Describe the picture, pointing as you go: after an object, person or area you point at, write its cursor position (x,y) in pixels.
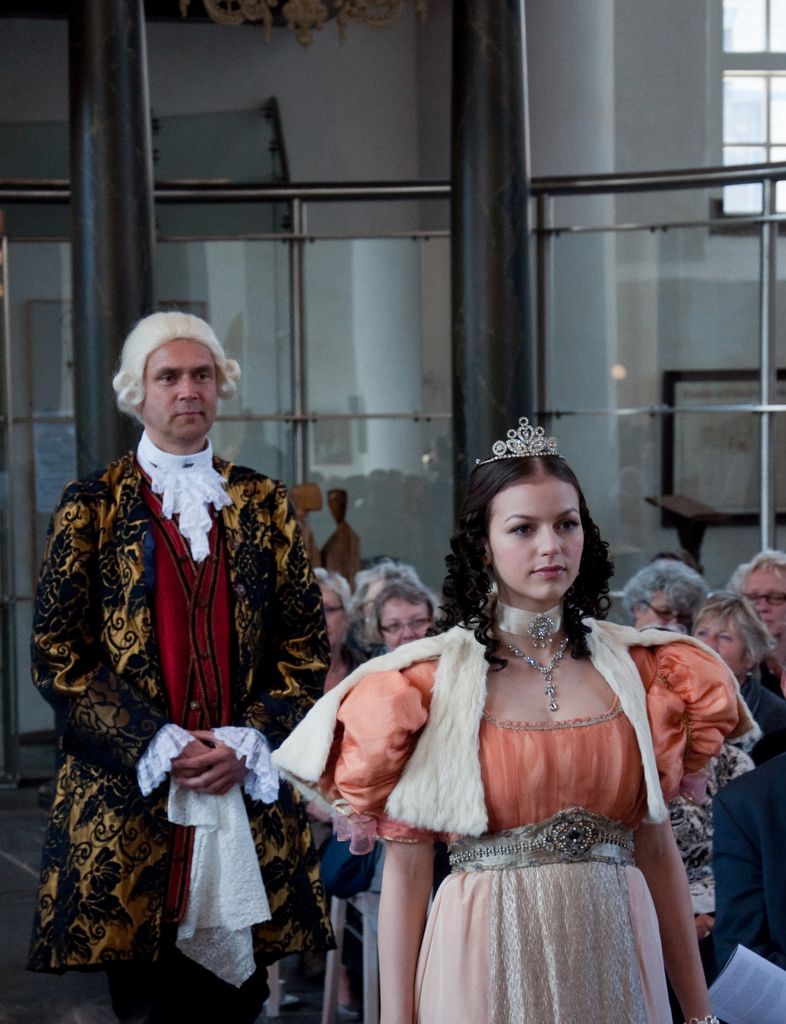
In this image I see a man (304,642) and a woman (402,722) who are wearing costumes (44,578) and I see that this woman (471,639) is wearing a crown (508,441) and in the background (428,454) I see the pillars (105,69) and I see few people (332,583) over here.
